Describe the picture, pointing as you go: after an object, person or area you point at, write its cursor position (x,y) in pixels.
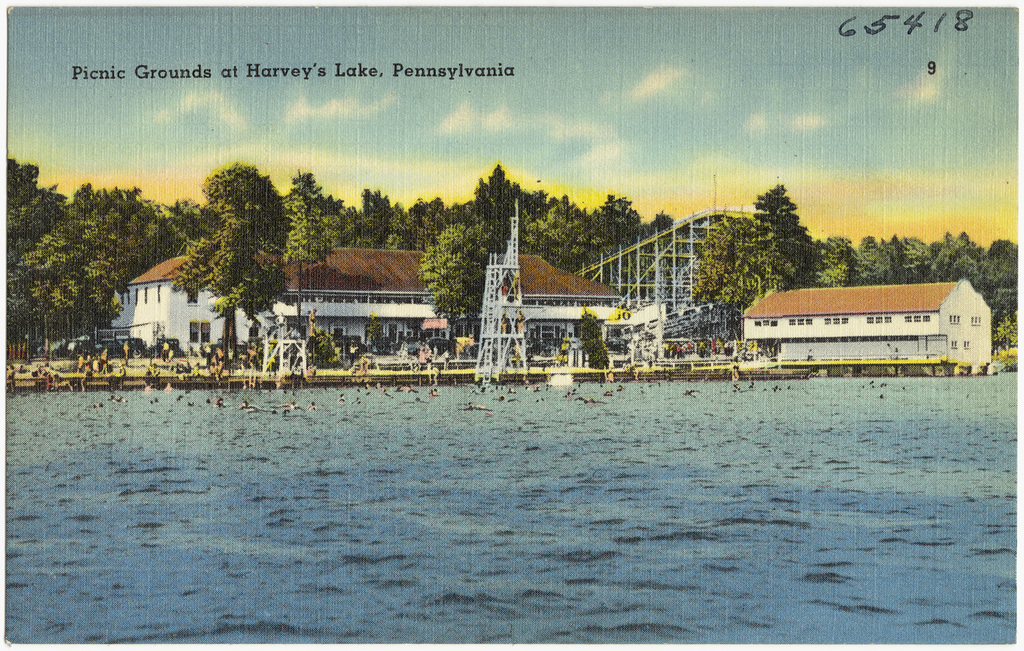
In this picture there is water (153,445) at the bottom side of the image (432,489) and there is a dock (576,372) in the center of the image (347,379), there are people (115,399) on the dock (33,386) and in water (74,405), there are trees (841,267) and houses (606,315) in the background area of the image (81,279).
